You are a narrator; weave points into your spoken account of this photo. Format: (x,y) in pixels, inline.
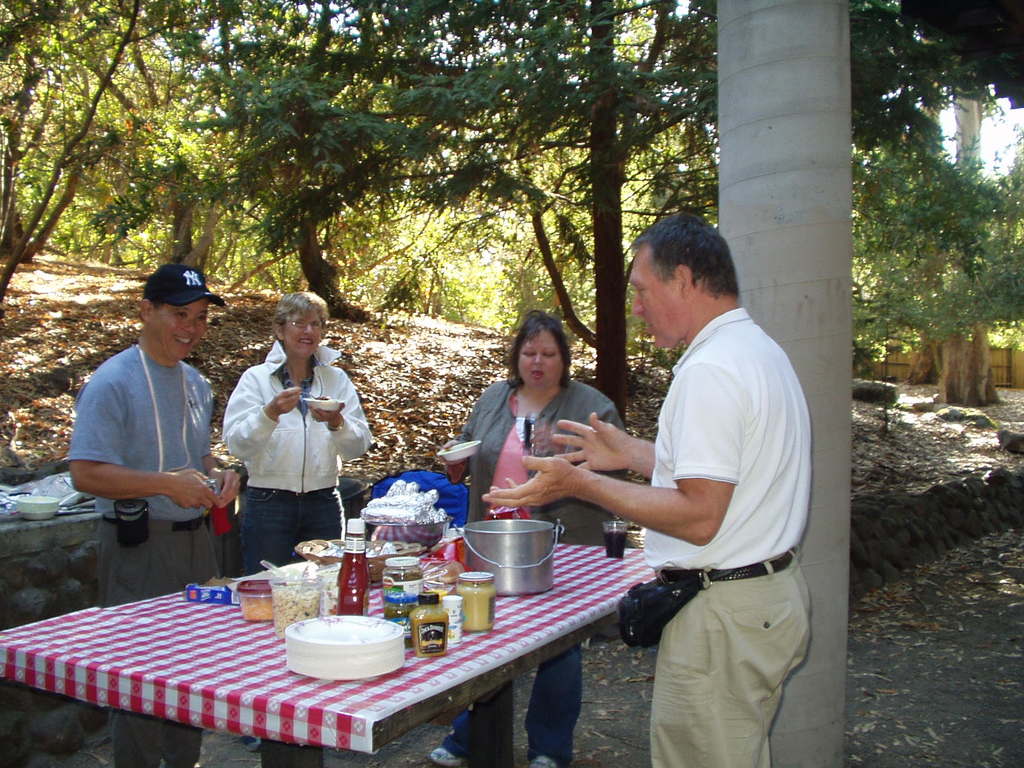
In this image there are four person (629,628) standing on the table (308,704) there are plates (364,661), bowl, food (361,565), glass (615,550). At the back side (378,139) there are tree (261,140).
